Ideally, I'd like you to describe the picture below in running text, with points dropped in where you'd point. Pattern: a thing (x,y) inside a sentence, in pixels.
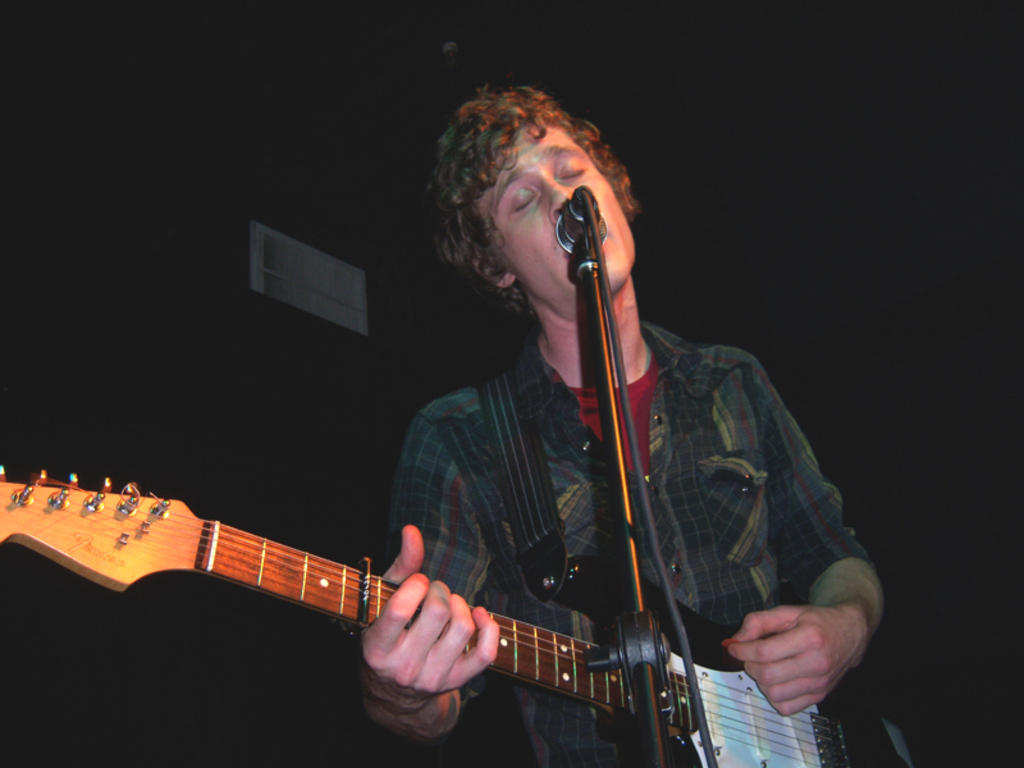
Background (981,393) is completely dark. We can see one man (493,126) standing in front of a mike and playing guitar (808,728).
